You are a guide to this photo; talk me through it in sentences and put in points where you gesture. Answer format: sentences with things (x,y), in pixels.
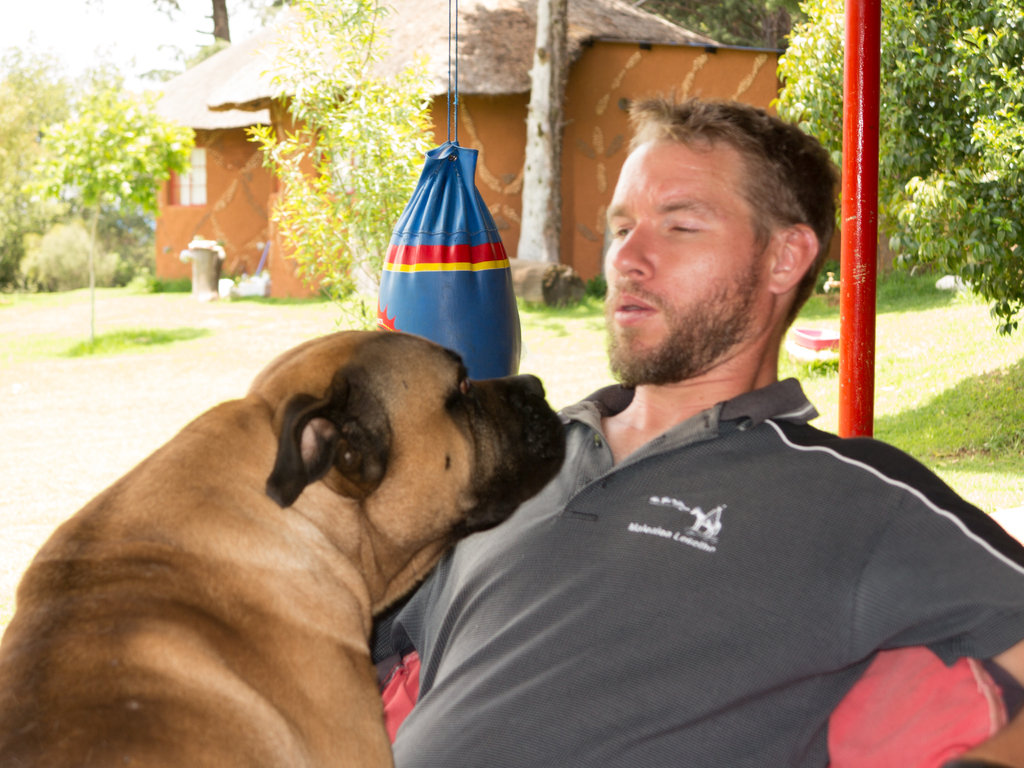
In this picture There is a person (865,621) sitting on the chair (856,710). This is dog (340,439). This is boxing bag (428,257). On the background (382,162) we can see house (426,11), trees (381,154).
